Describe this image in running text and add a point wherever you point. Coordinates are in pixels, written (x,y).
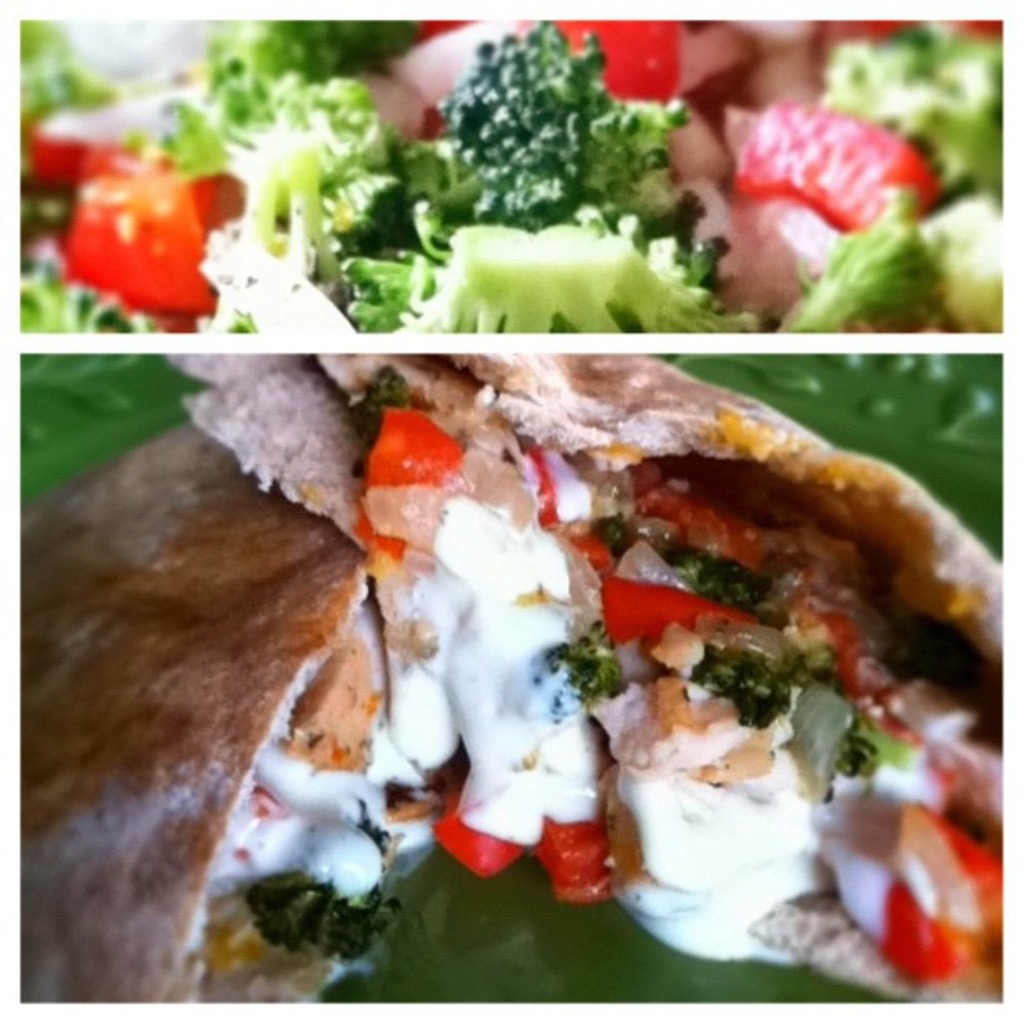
This picture describes about collage of two images, in this we can find food (558,404).
